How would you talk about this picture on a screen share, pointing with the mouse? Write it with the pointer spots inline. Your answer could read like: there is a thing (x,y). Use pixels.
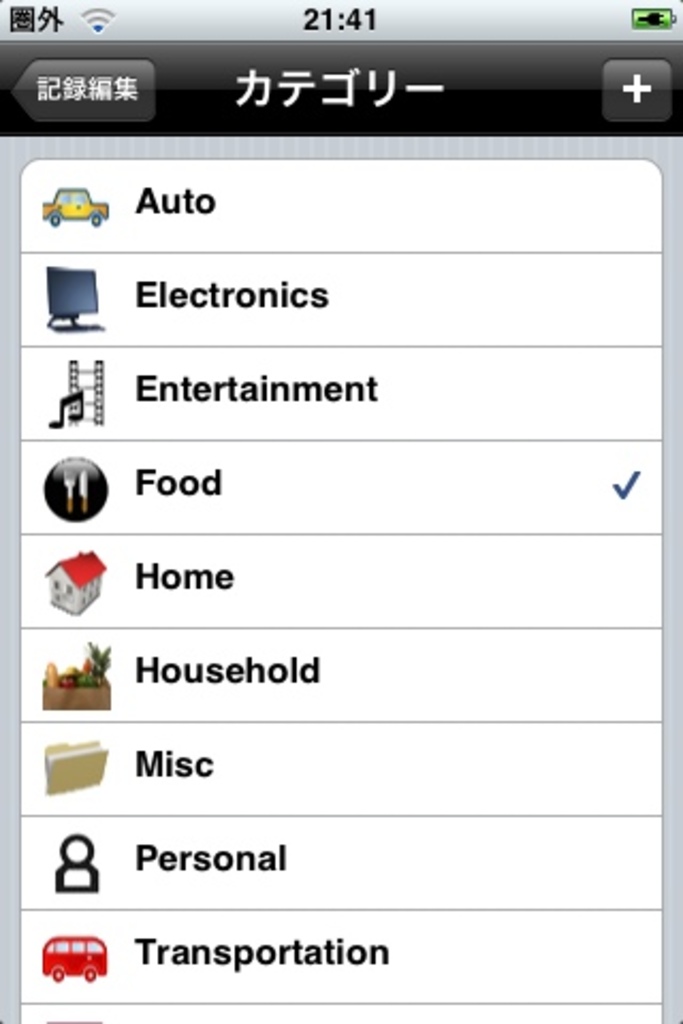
In this image, we can see the screen (287,639) with icons (47,206) and text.
